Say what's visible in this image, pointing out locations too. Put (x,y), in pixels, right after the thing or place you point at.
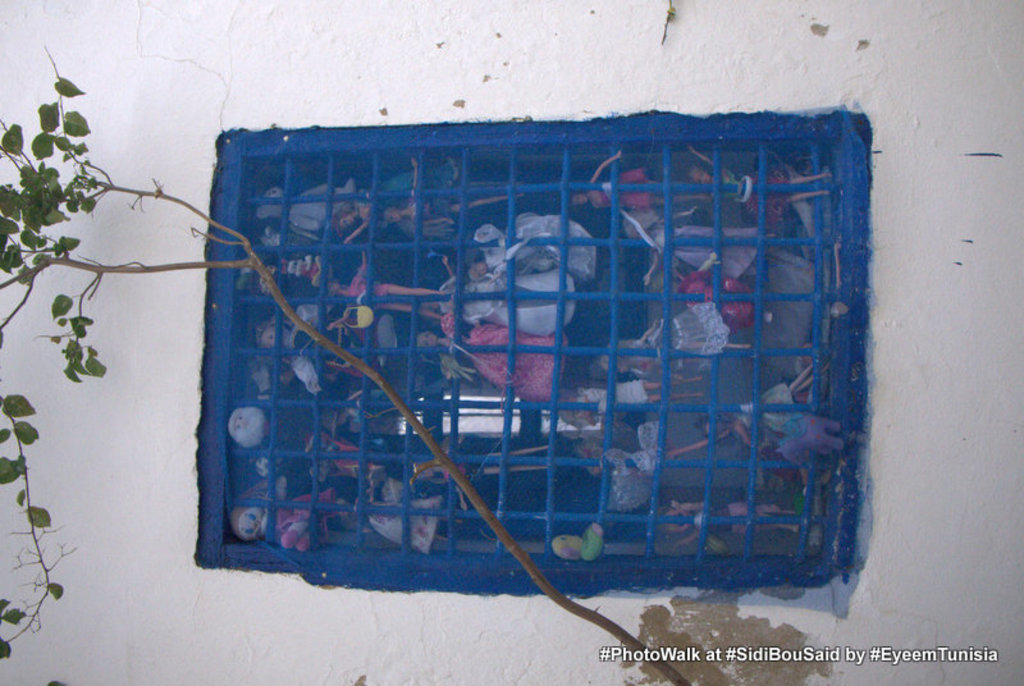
In the center of the picture (383,229) there is a window (501,430), inside the window (448,231) there are toys (319,216). At the bottom (450,468) there is a tree (15,217). In this picture there is a wall (635,632) painted white.
